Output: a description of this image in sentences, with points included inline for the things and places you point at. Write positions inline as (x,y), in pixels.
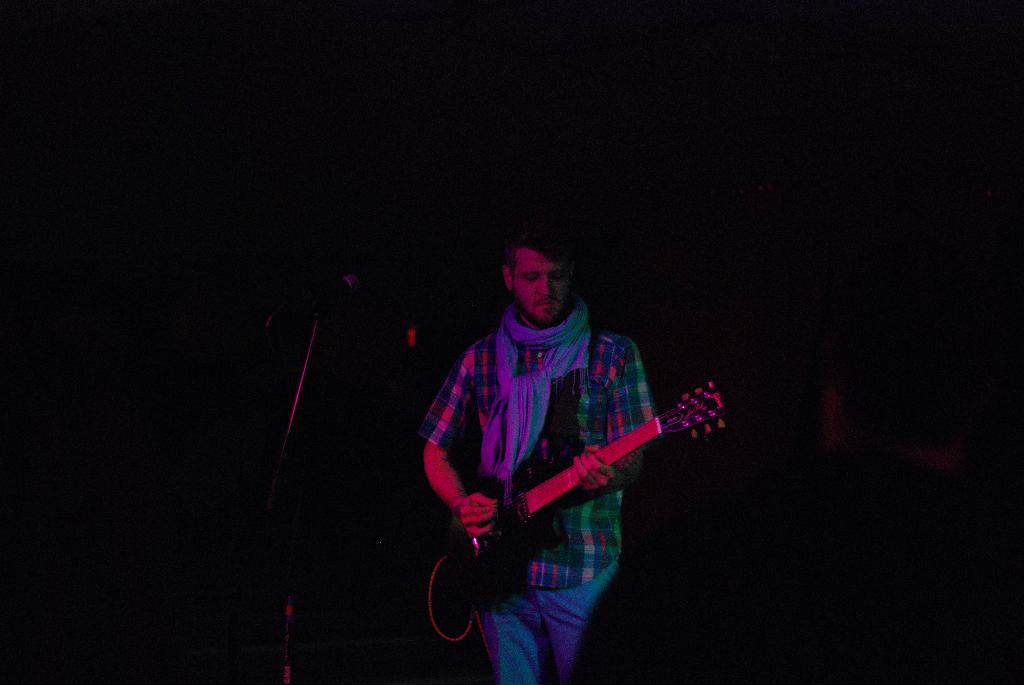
In this picture we can see man (464,504) standing and holding guitar (532,510) in his hand (481,521) and playing it and in front of him we can see mic (340,294) and it is dark.
